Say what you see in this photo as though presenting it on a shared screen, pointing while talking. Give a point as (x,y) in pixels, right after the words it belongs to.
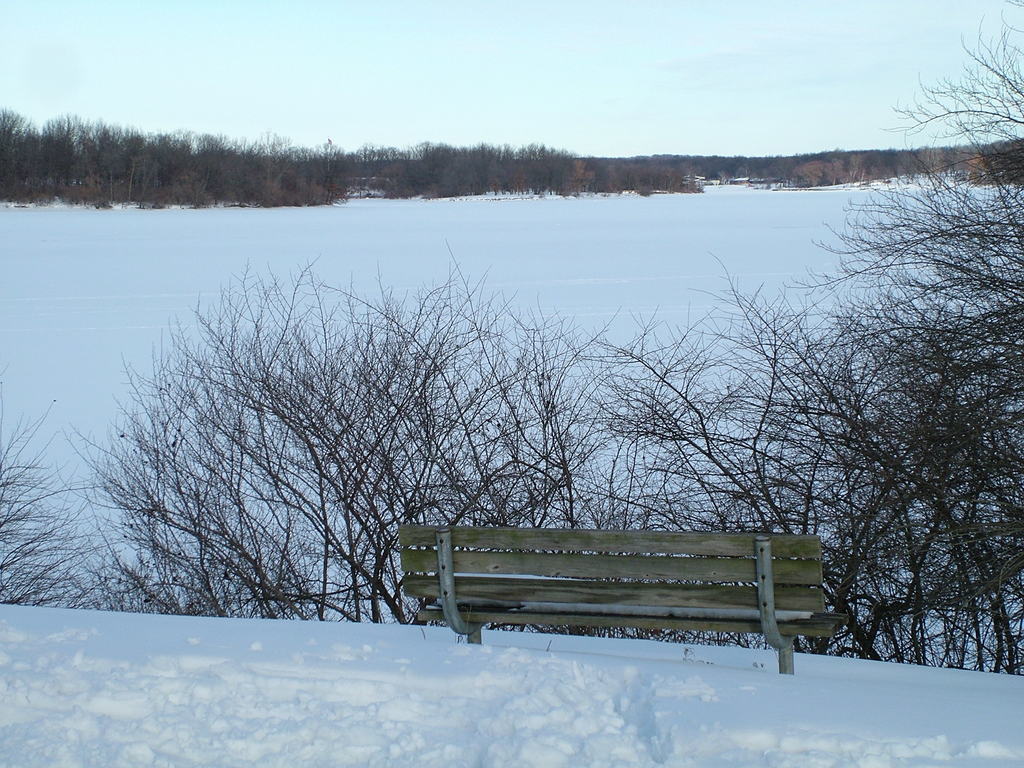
In this image, we can see a bench (461,580), trees (321,352) and there are hills (700,163). At the bottom (205,666), there is snow (392,300) and at the top (416,65), there is sky (376,75).
